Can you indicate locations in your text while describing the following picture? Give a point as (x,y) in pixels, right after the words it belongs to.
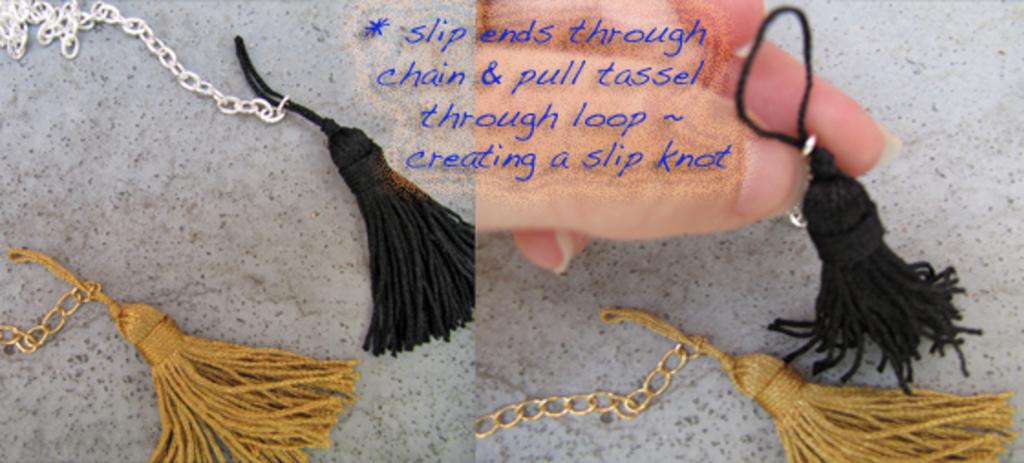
This picture is a collage picture. On the left side of the image (323,385) there are craft works (416,235) with cloth (429,234). On the right side of the image (833,194) there is a person (657,92) holding the craft work (850,240). There is a text (663,74) on the image.
